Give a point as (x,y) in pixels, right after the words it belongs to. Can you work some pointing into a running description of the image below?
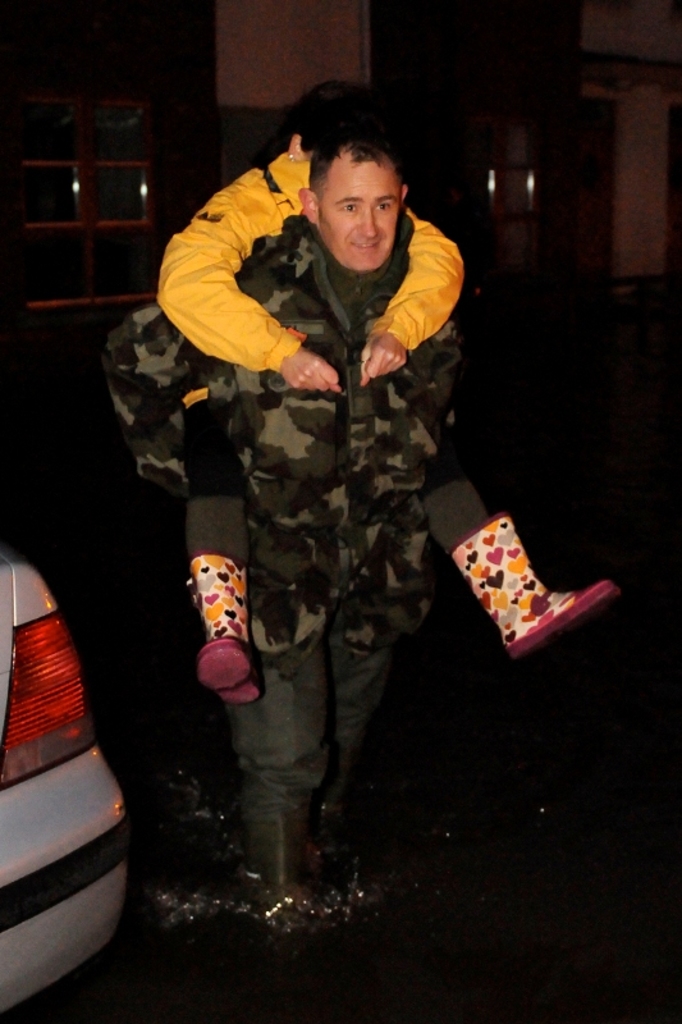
In the middle of this image (352,409), there is a person (337,263) in a uniform (327,358), holding another person (209,496) who is in the yellow color jacket (213,340), walking in the water (347,841). On the left side (63,851), there is a vehicle (23,816). In the background (230,125), there are two pillars (278,15). And the background (595,280) is dark in color.
